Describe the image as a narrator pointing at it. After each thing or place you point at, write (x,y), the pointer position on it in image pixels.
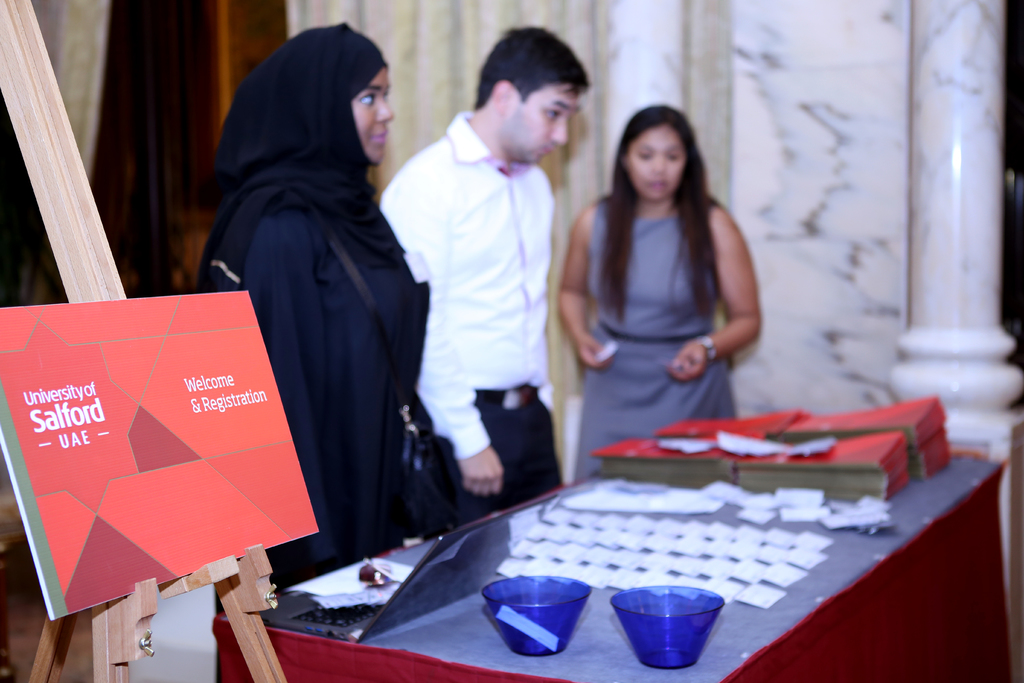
Here we can see three persons (664,414). This is a table (806,598). On the table (767,670) there are bowls (504,625), laptop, papers (745,567), and books (723,460). There is a board (157,512). In the background (1001,382) we can see wall (794,103) and a pillar (982,312).
